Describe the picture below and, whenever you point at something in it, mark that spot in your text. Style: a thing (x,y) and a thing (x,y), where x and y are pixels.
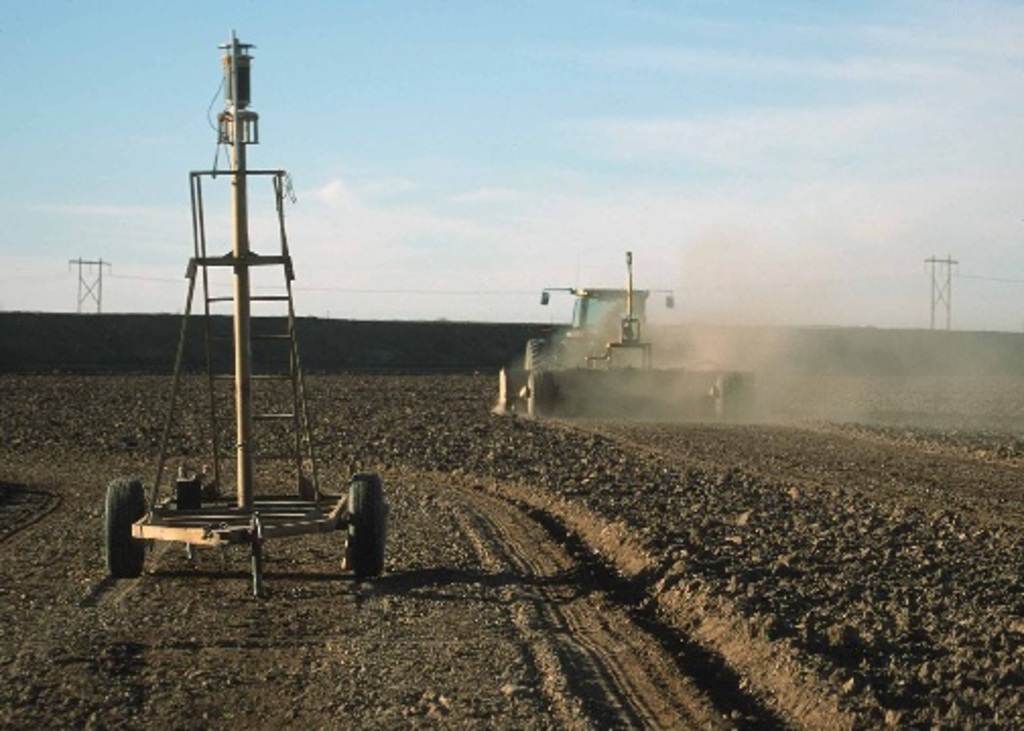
In this image in the center (617,358) there is one vehicle (672,304) and on the left side (281,502) there is another vehicle (243,143), at the bottom (740,539) there is sand (740,523) and some small stones (927,614). In the background (947,283) there are some towers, at the top of the image (480,117) there is sky (531,98).
